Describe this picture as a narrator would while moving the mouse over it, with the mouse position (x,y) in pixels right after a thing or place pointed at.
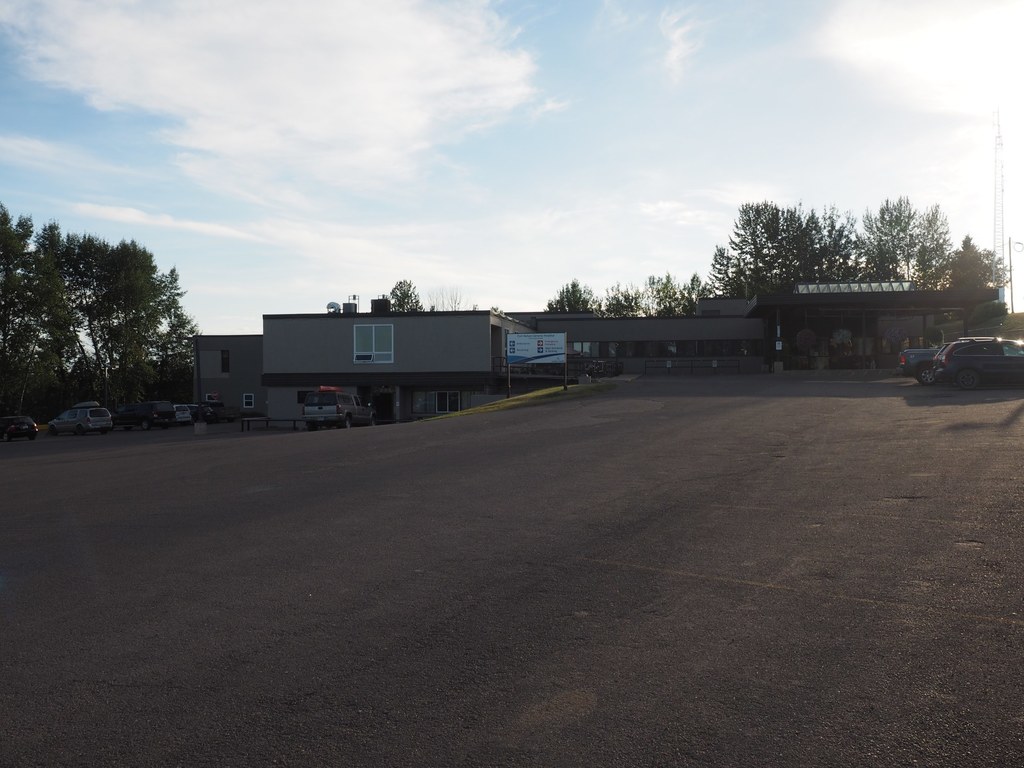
In this image few vehicles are on the road (526,711). There is a board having poles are on the grassland (529,400). There is a building (480,315), behind there are few trees (846,236). Top of image (598,186) there is sky (600,19).
